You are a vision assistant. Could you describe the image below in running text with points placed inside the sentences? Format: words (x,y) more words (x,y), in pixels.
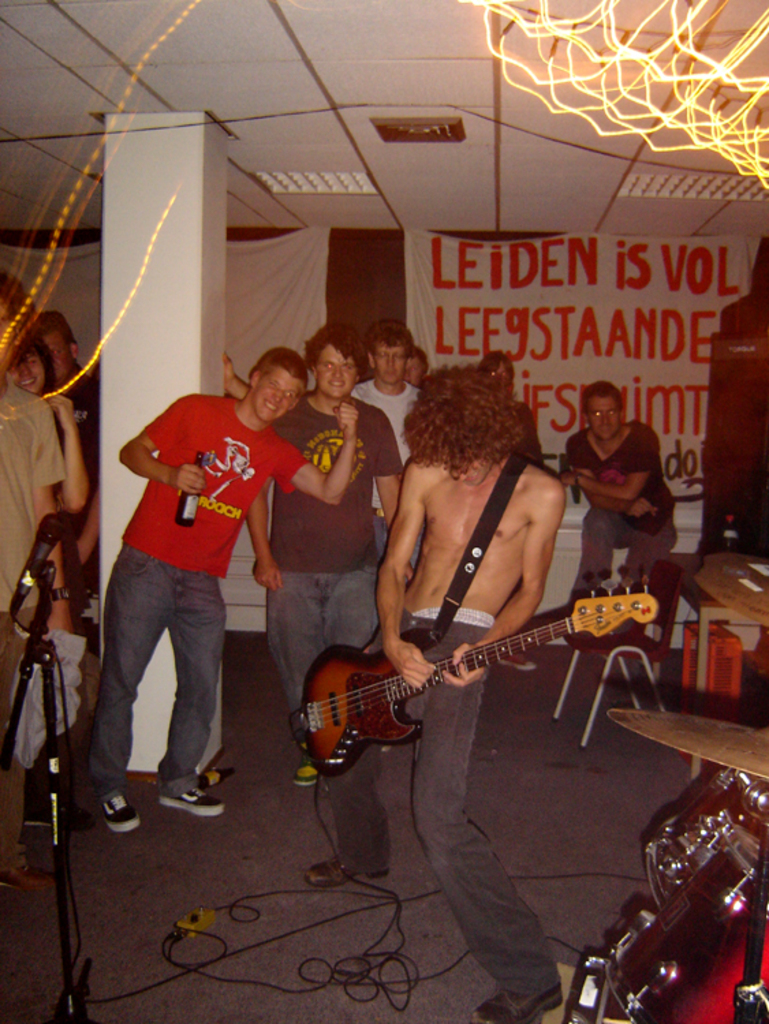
There are many peoples (216,439) standing. And a boy (468,516) is standing and playing a guitar (357,707). At the back of them there is a poster (589,273). And to the left side (163,231) there is a pillar (180,225). And to the right bottom (743,873) there are drums (718,899). And there is a table (725,588), in front the table (708,596) there is a chair (640,636). And to the left corner (61,689) a mic (50,569).
